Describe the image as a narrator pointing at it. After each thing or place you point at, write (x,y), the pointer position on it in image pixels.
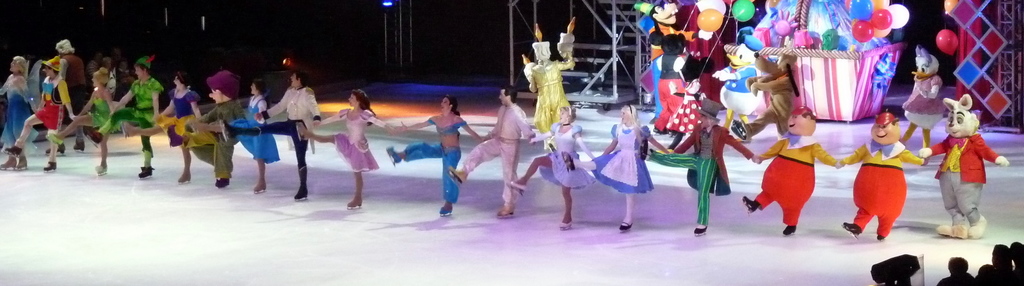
In the image in the center (557,154), we can see a few people (442,154) are performing and they are in different costumes (157,89). In the bottom right of the image (999,273), we can see a few people (1006,260). In the background (620,12) we can see the poles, balloons (882,18) and some decorative items (838,11).
